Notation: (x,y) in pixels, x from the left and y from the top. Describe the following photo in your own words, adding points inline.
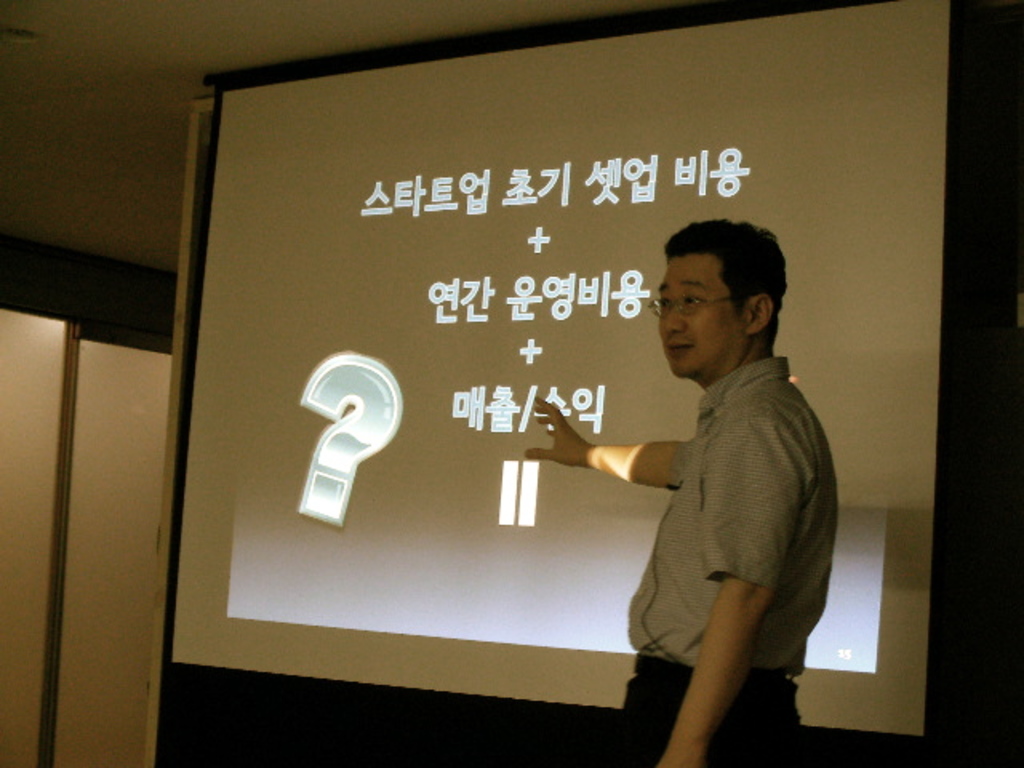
In the image there is a man (733,390) in grey shirt (696,481) and black pants (649,763) standing in front of screen (364,596), this is clicked inside a room (518,3).
